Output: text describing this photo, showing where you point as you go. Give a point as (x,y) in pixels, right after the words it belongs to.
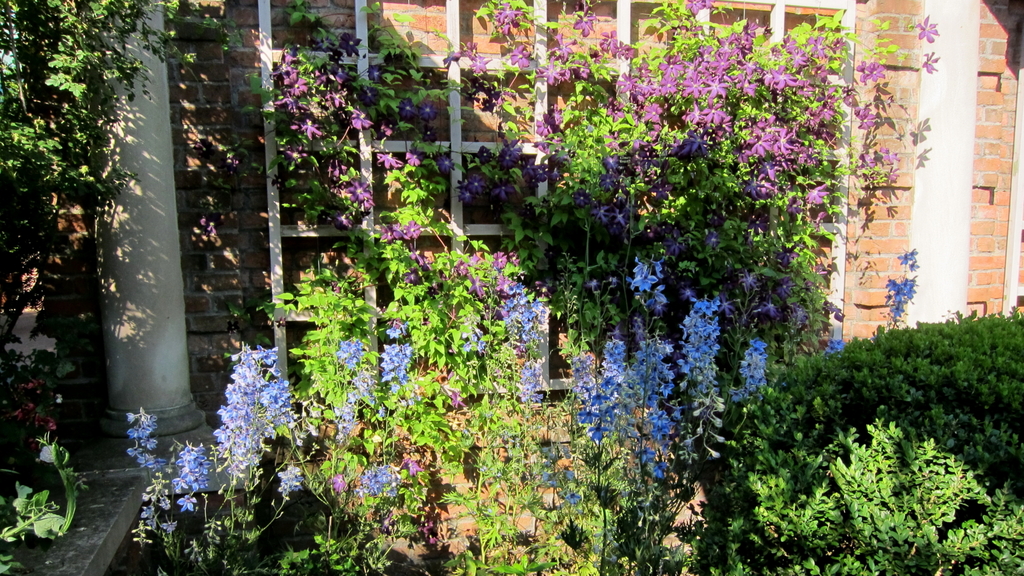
In the picture I can see blue and purple color flowers (696,304) to the plants (234,529), we can see the shrubs (952,503), pillars (165,127) and the brick wall (231,130) in the background (219,358).
